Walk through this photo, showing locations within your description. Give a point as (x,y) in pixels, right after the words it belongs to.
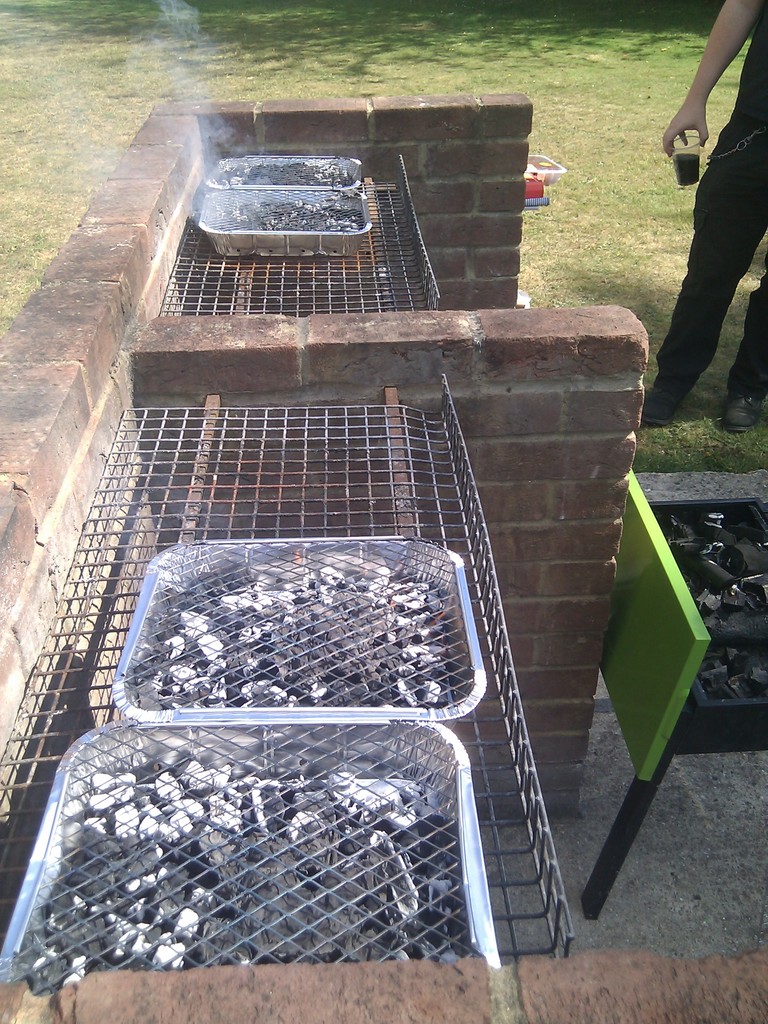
In this image I can see a brick wall (198,363) with a grill tray (238,475). I can see metal baskets (295,250) with coal (253,860) and covered with mesh (308,857). I can see coal (253,860) inside the baskets (381,760). At the top of the image (679,51) I can see the ground (409,35) with the grass (670,33). In the top right corner (688,133) I can see a person (722,408) standing with a glass (687,187) in his hand (670,149). I can see a metal object (661,632) on the right hand side (697,586).
